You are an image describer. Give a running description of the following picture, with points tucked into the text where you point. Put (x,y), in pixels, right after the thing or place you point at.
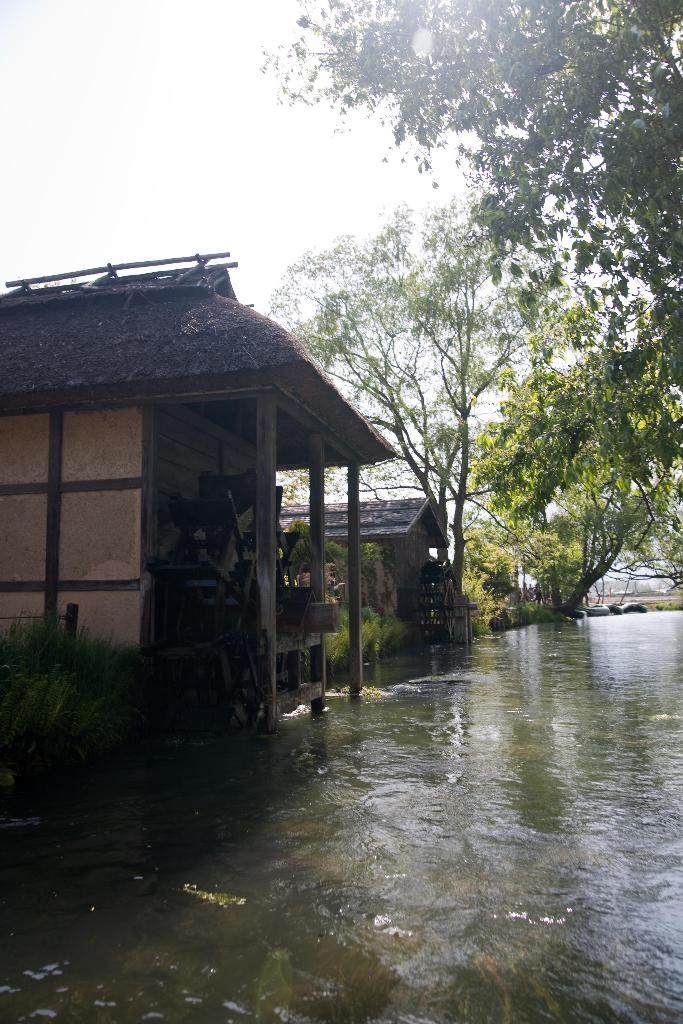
In this image I can see the water (516,837). To the side of the water (516,837) I can see many trees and the houses (256,569). In the background (322,225) I can see the sky (266,97).
